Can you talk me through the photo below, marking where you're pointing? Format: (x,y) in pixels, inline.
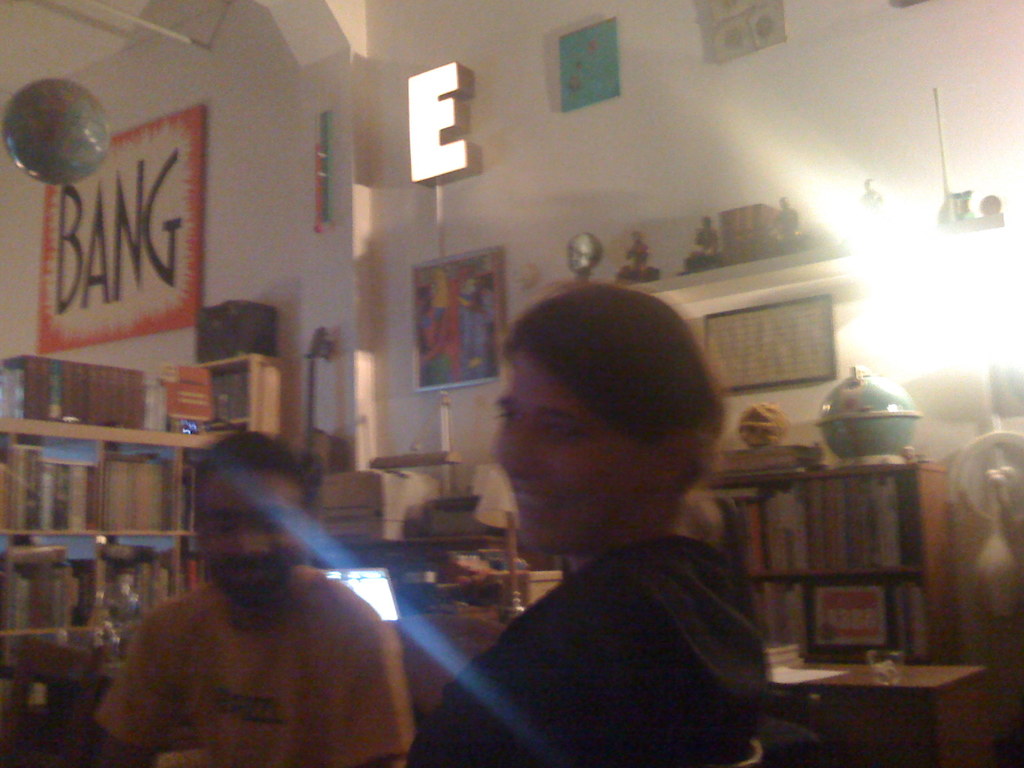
In this picture there are people (354,670) in the center of the image (666,394) and there is a bookshelf (198,438) on the left side of the image (185,472) and there is a table (856,683) on the right side of the image (831,659), on which there are books (892,514).
